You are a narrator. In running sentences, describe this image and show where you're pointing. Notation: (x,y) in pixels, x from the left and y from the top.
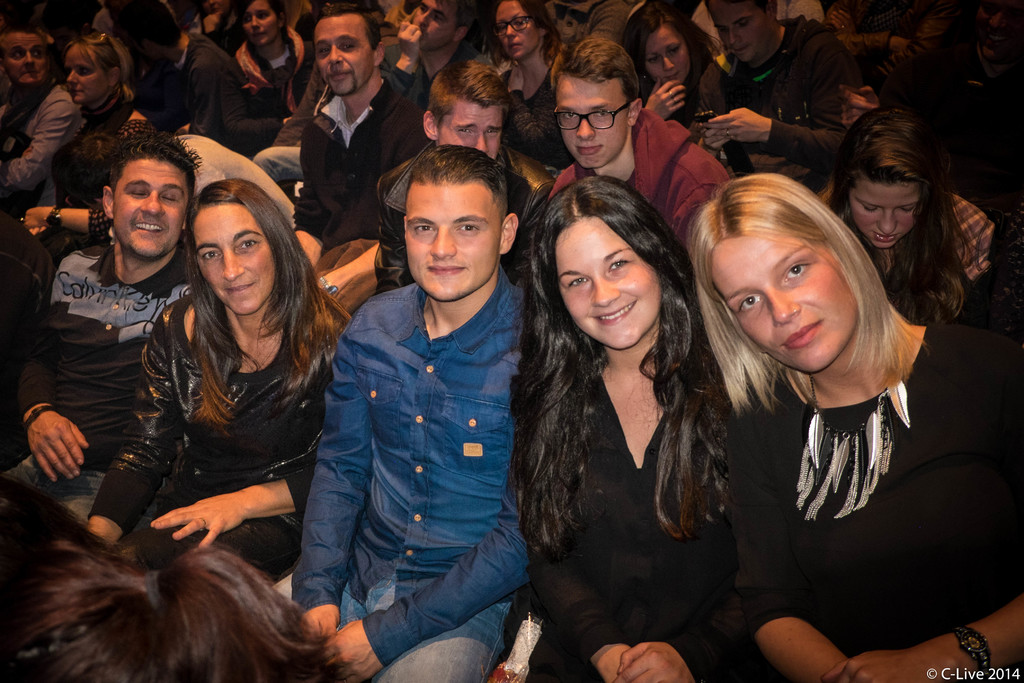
In this picture we can see group of people (474,285), they are all seated, in the bottom right hand corner (957,677) we can see some text (974,674).
